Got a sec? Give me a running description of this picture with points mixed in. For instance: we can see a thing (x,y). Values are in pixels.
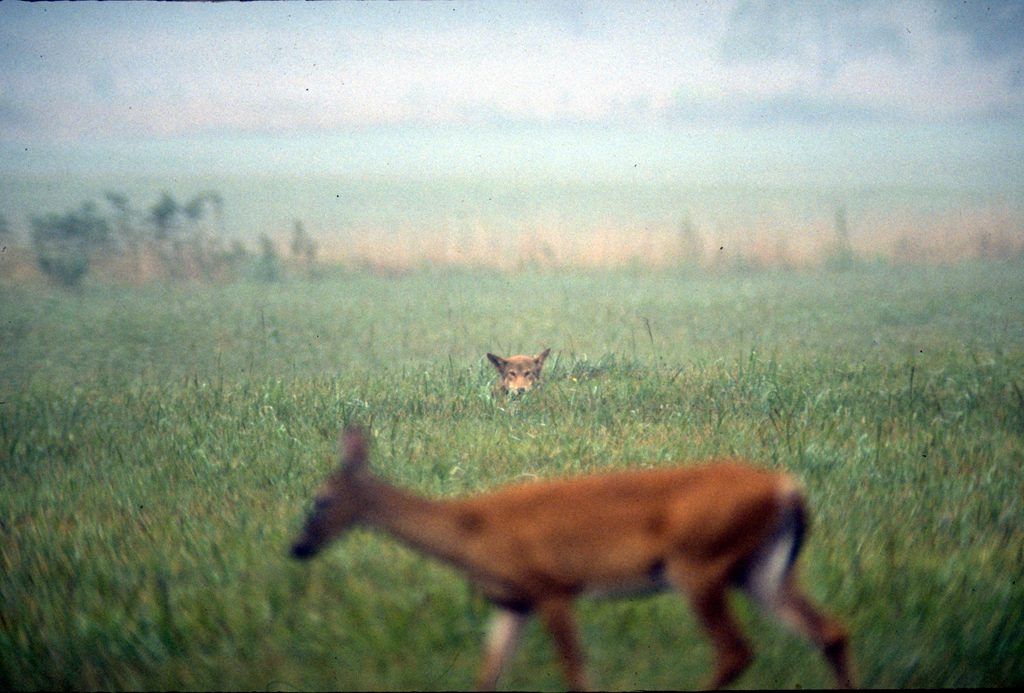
In this image I can see two animals (357,434) and grass (373,369). I can also see this image is little bit blurry.
